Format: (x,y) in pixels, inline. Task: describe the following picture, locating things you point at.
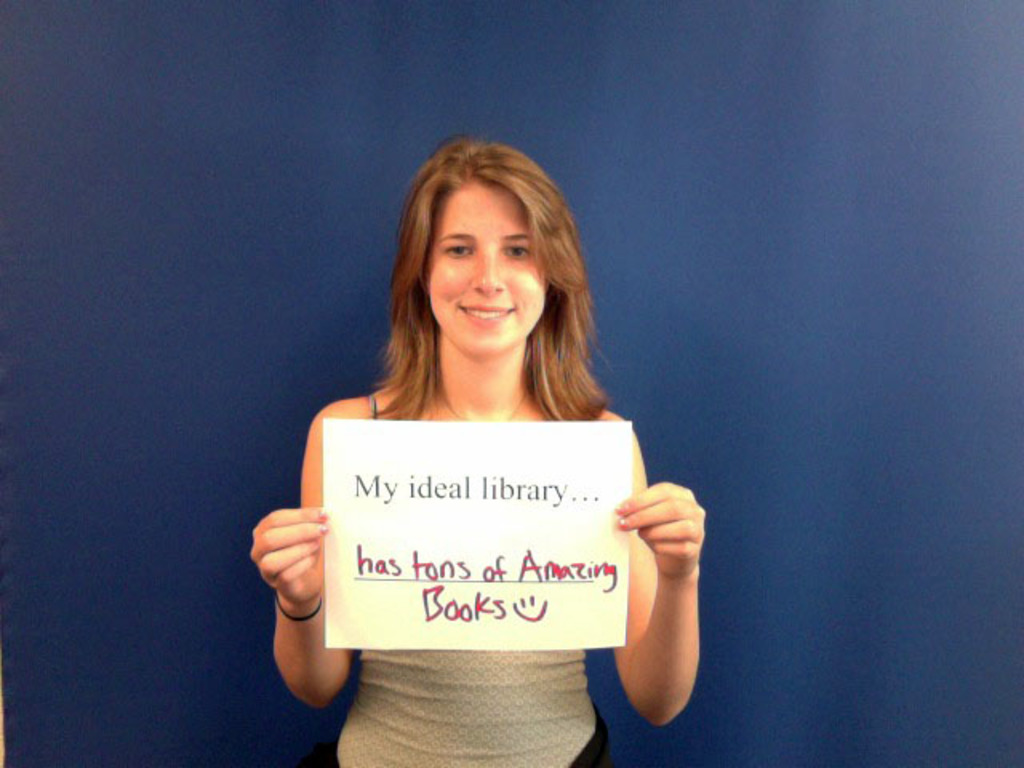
In this image we can see a woman (441,357) standing and smiling by holding a placard (548,646) in her hands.
